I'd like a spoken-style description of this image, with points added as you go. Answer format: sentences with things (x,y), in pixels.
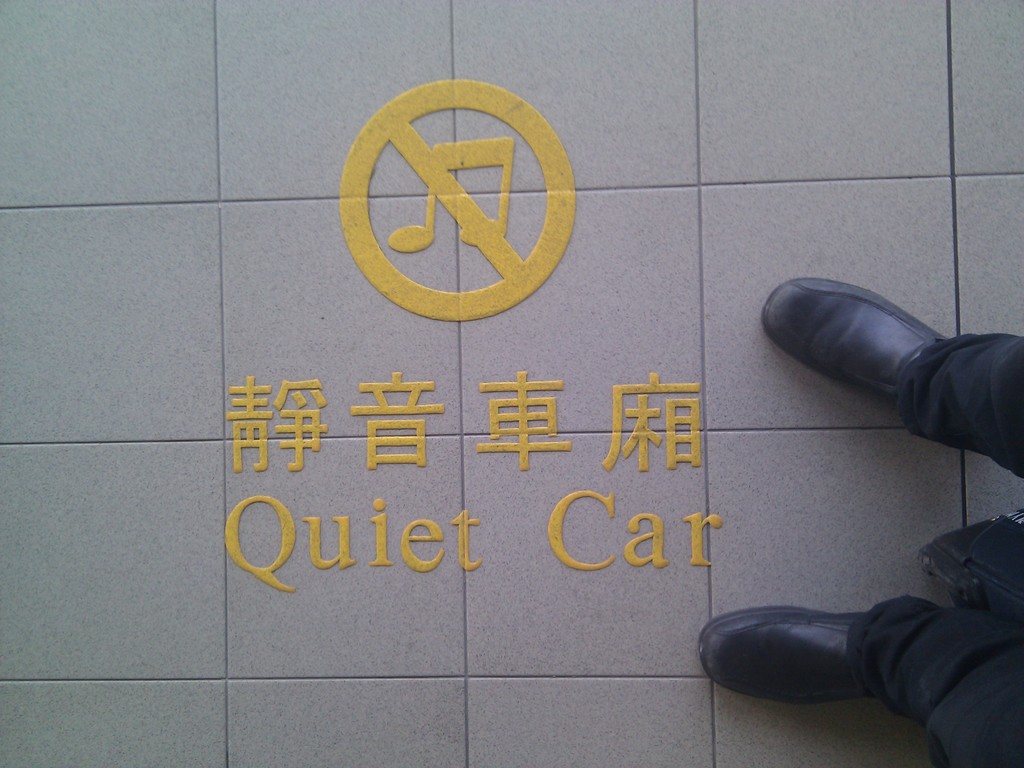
This image consists of a man (782,672) wearing black shoes (744,663) and a black pant (962,765) is standing on the floor (195,678). And we can see a text (404,375) on the floor (295,450).
